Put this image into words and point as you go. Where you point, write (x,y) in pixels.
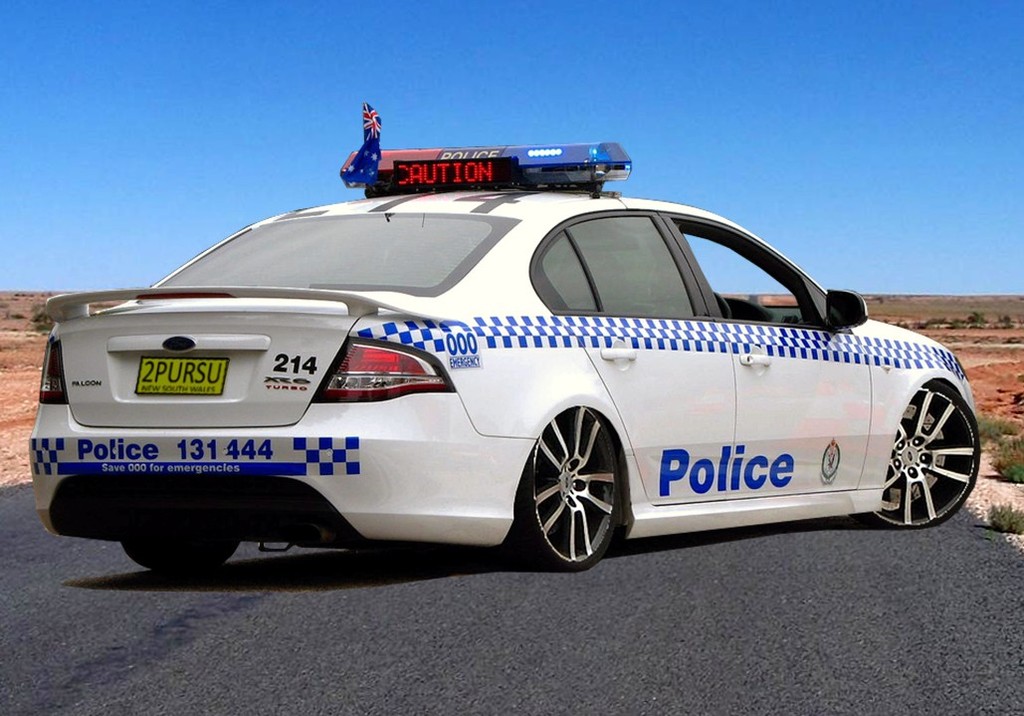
In this picture there is a police vehicle (691,436) which is in white and blue color is on the road (567,595) and there are few plants (984,320) on either sides of it.
